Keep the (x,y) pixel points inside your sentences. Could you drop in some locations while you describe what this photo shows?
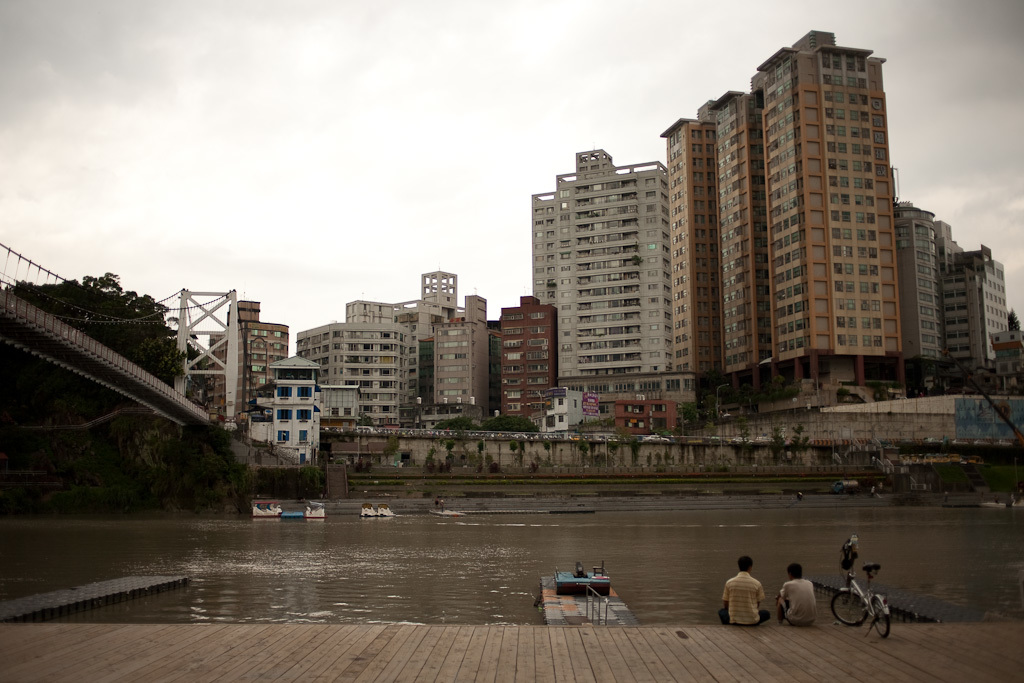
In this picture we can see a river (366,554) under a bridge (154,406). Here we can see 2 people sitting on the wooden surface (690,646). In the background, we can see many buildings (613,408).
